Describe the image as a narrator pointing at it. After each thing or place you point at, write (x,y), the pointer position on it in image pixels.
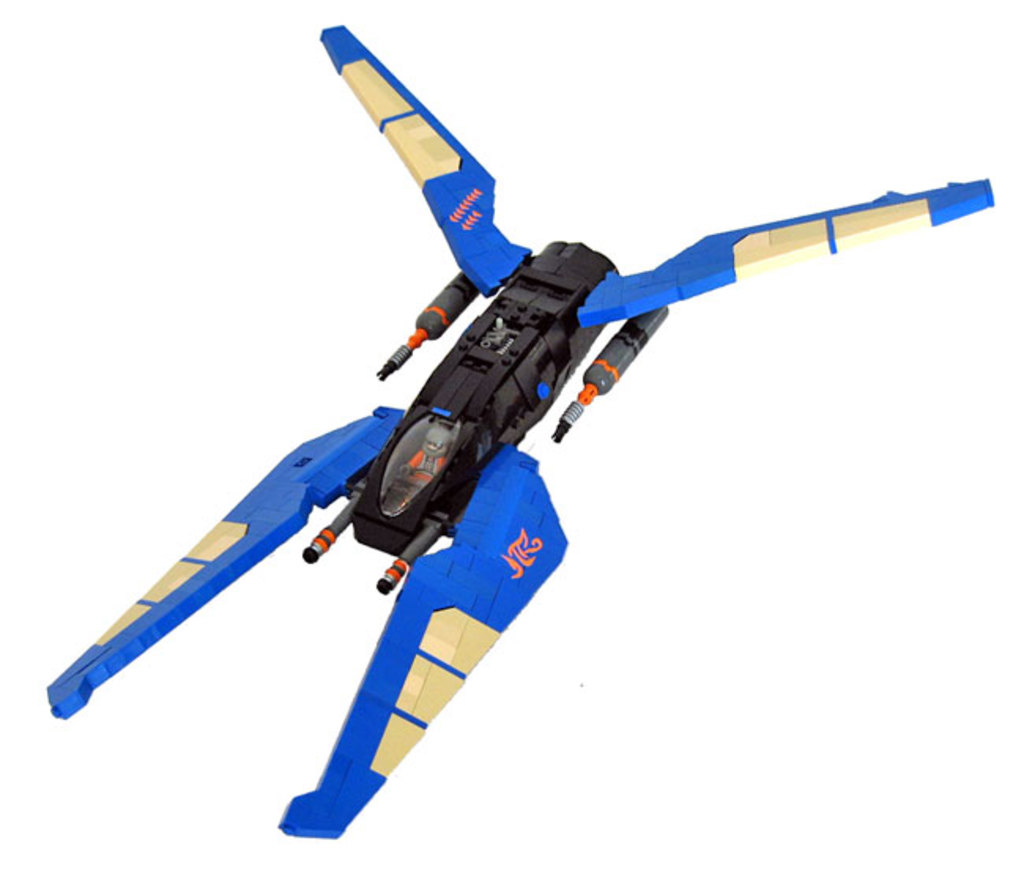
In this image I can see a toy (408,493). The background of the image (570,86) is white in color.
